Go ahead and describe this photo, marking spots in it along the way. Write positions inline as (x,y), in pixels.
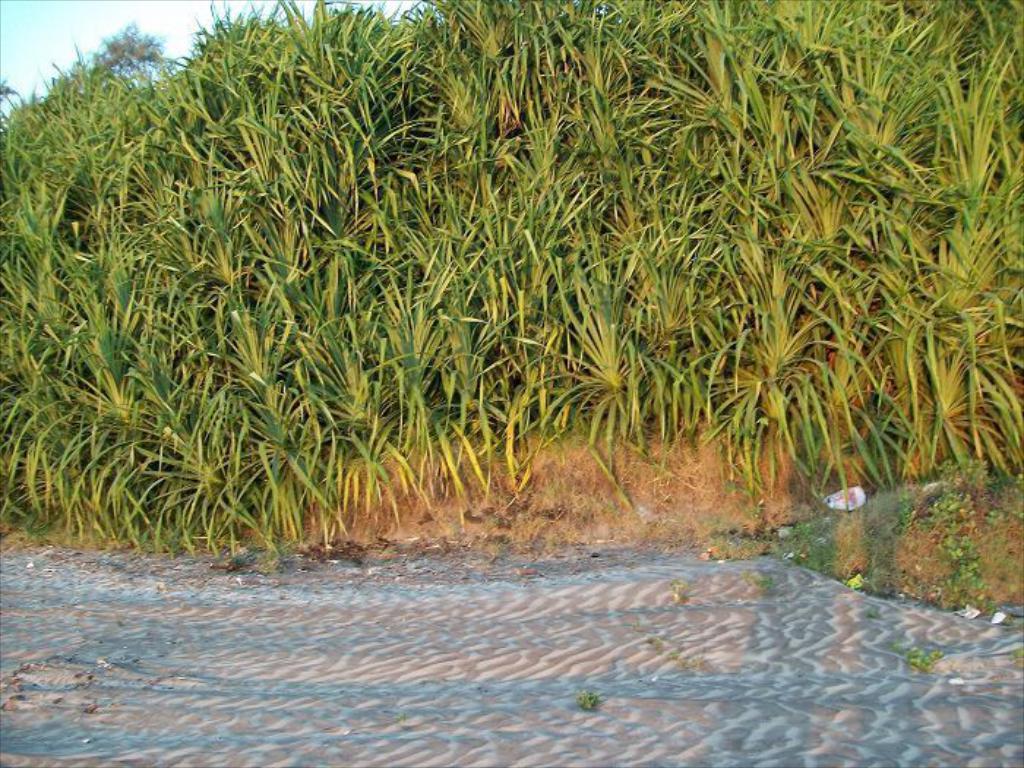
In this image there is a surface of the sand (400,673), in front of that, there are crops (338,110) and the sky (412,3).
